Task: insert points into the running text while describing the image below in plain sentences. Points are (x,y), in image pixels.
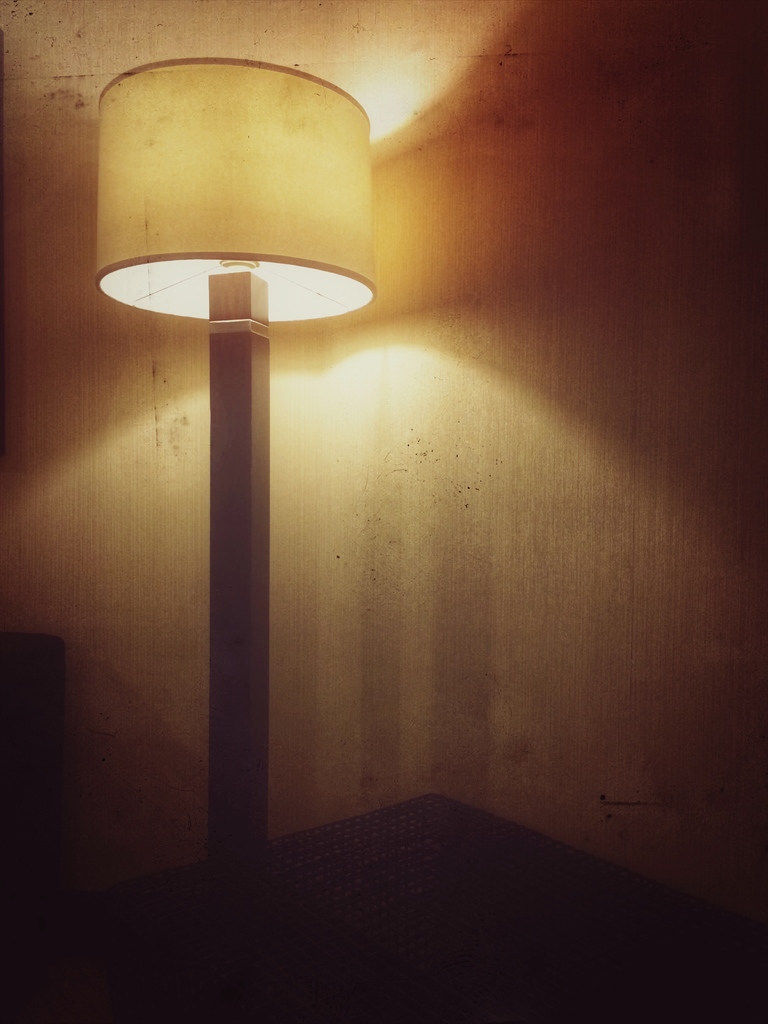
This picture seems to be clicked inside the room (293,261). In the center (260,438) we can see a lamp (281,164) and we can see some other objects (42,903). In the background (400,592) there is an object (639,302) which seems to be the wall (474,330).
